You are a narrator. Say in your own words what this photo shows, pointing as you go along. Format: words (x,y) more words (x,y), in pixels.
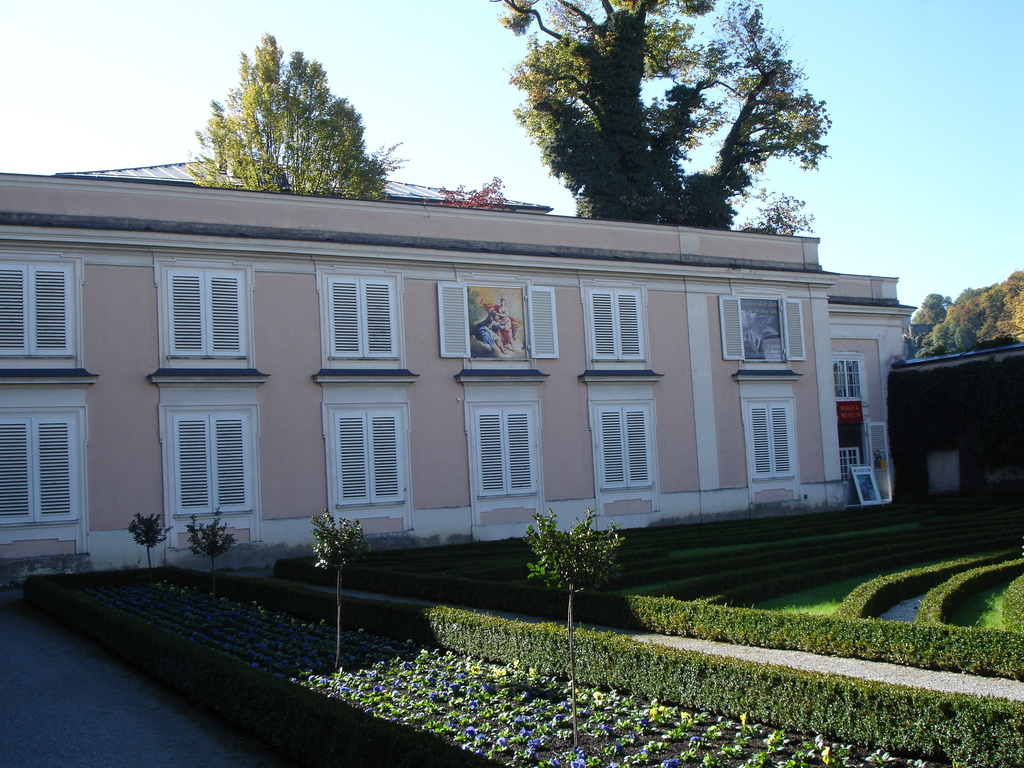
This picture is clicked outside. In the foreground (143,677) we can see the grass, plants (607,702) and flowers (617,745). In the center (622,291) we can see the building (531,258) and the windows (46,494) of the building (692,365). In the background (995,97) we can see the sky (936,135) and the trees (741,97).
